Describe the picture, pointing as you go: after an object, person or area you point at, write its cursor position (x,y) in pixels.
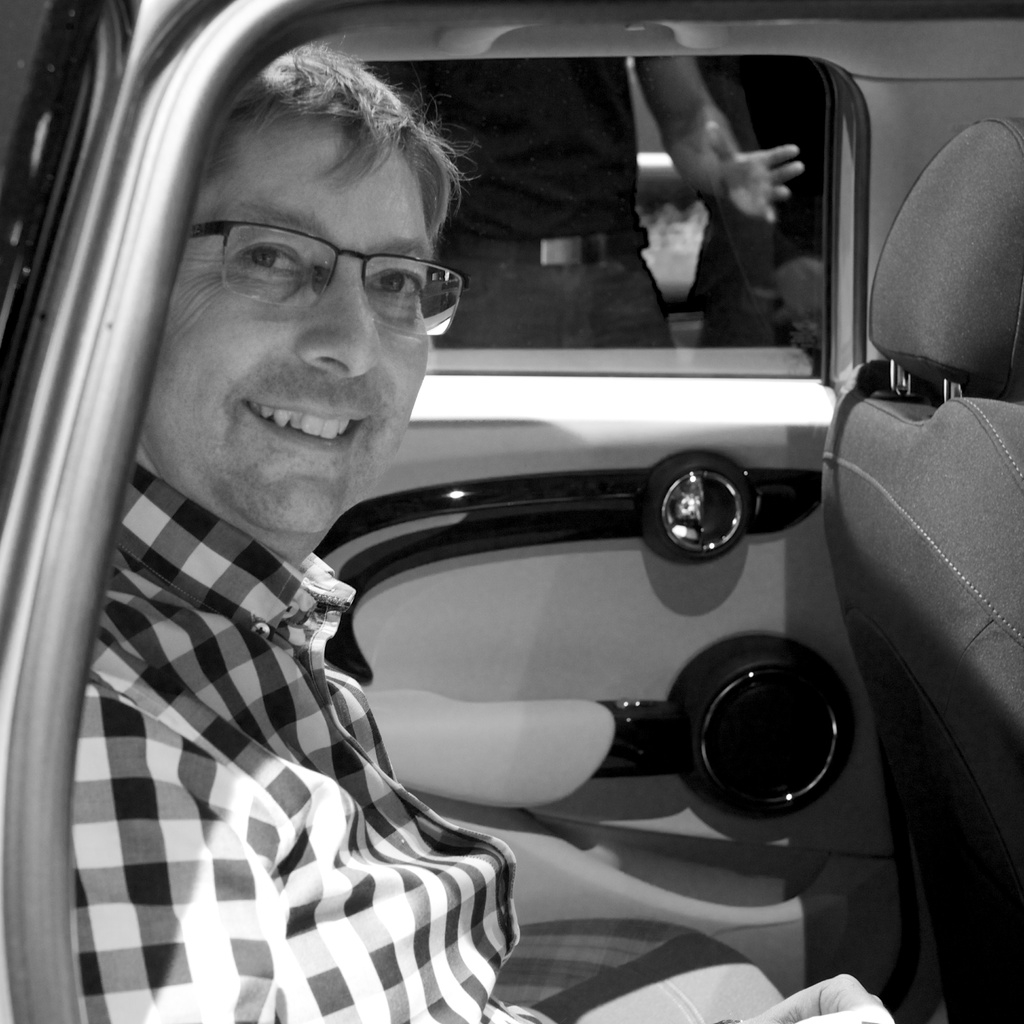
In this picture we can see man (235,576) wore spectacle (430,275) and smiling sitting on a vehicle (657,649) and beside to this we have other person (586,138) standing at window (661,305) of this car (674,556).
